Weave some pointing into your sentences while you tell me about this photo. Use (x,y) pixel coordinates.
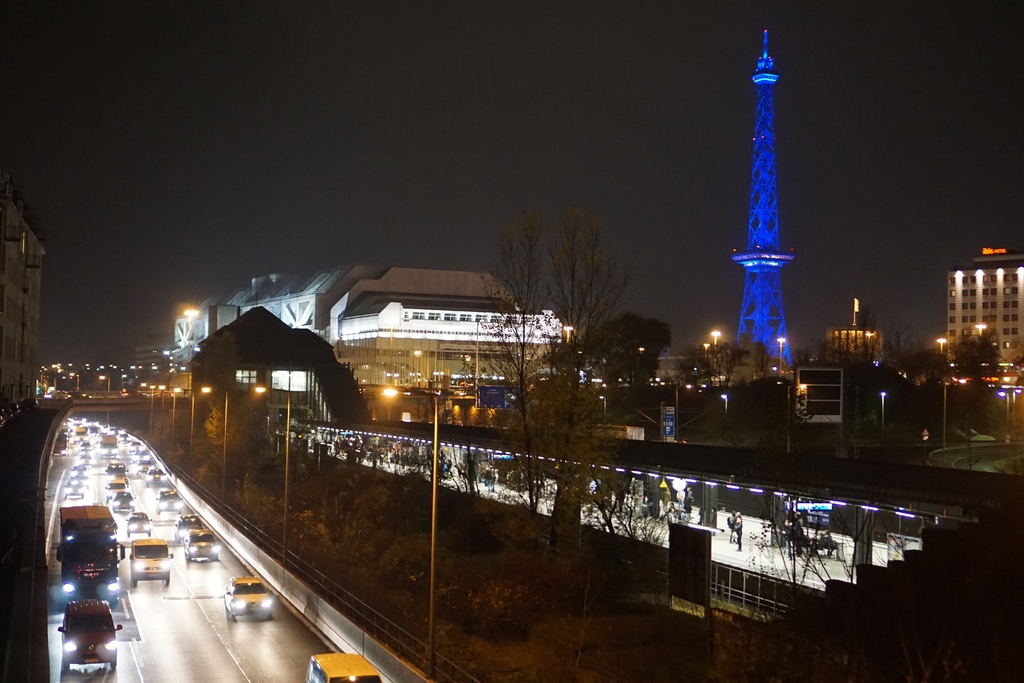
At the top (439,102) there is a sky (362,102). Here we can see vehicles (72,474) on the road (136,506). Here we can see buildings (1023,339) and trees (579,428). This is a tower (776,294).
